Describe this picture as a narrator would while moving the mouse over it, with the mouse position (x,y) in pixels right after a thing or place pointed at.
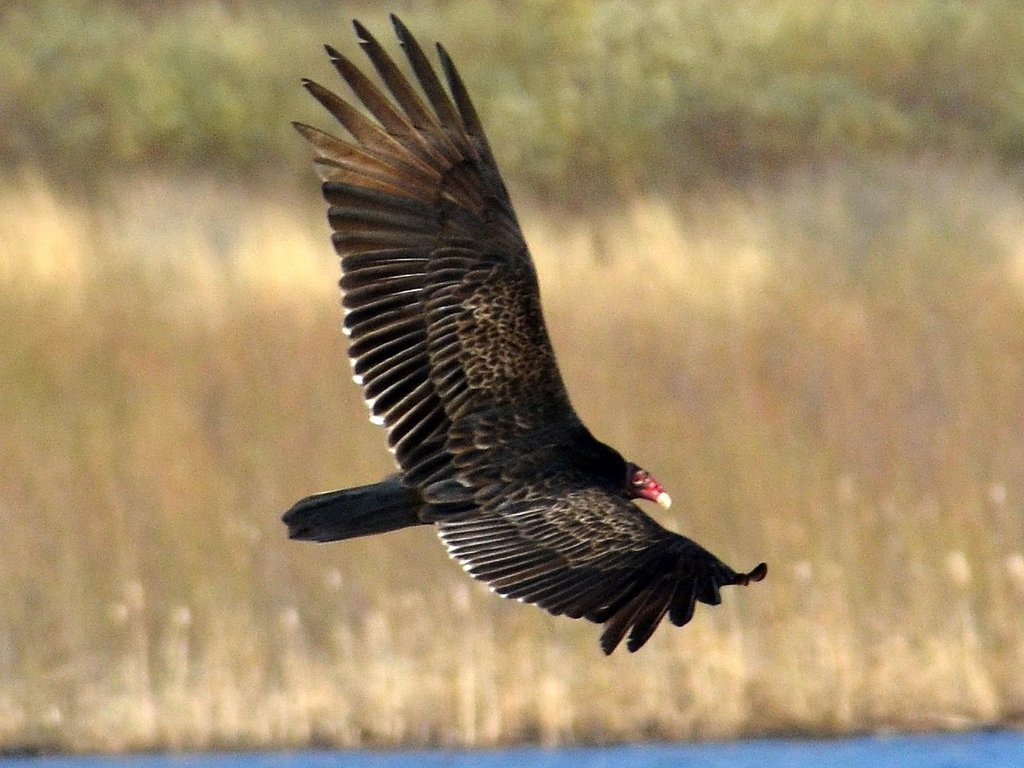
In this picture, we see the bird (520,456) in black is flying. It has a red color head (647,483). Behind the bird (668,502), we see a grass (759,480). There are trees (583,95) in the background (211,157). It is blurred in the background (310,464).
